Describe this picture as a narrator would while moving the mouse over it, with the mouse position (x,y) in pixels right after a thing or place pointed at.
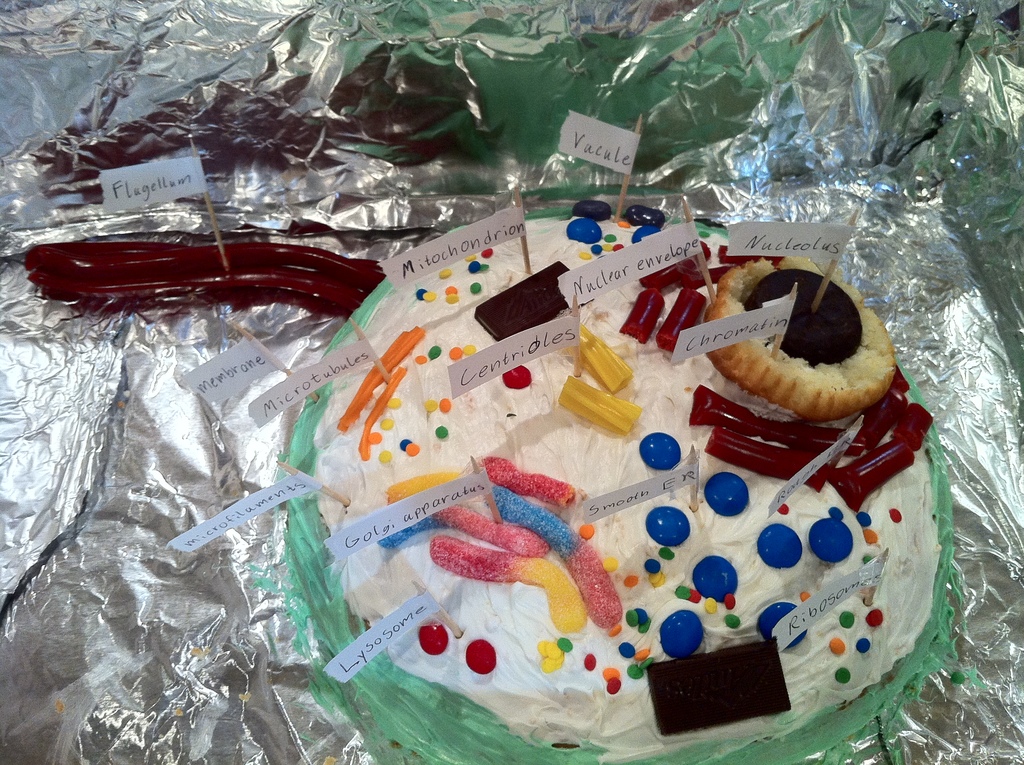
In this image we can see a cake (637,418) on the aluminium foil (505,66). The cake (630,390) is decorated with colorful things (771,626) and small paper flags (651,249).
